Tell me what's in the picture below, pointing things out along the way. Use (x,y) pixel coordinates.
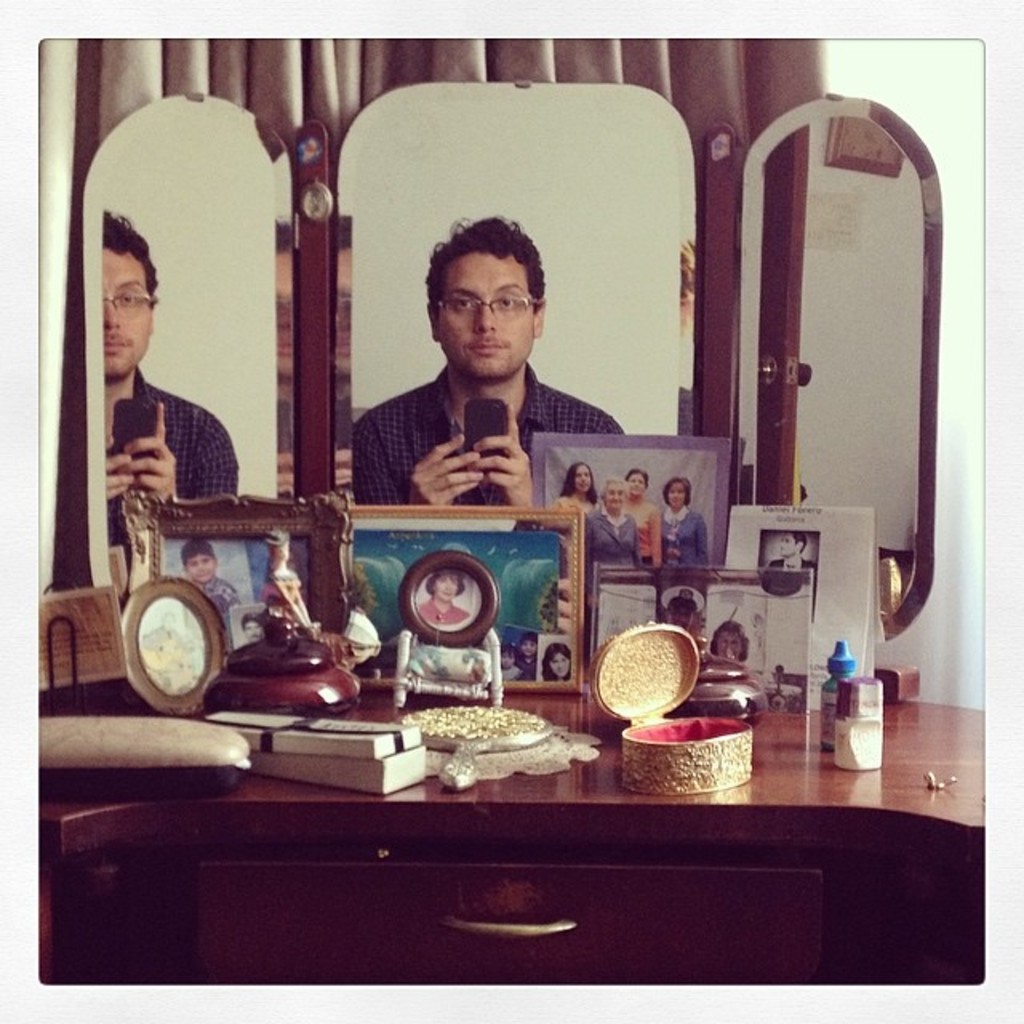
In this picture we can see man (450,277) holding mobile (485,402) in his hand (454,472) we can see him in the mirror (554,180) and in front (397,847) we have table (686,809) i think this is looking like dressing table (148,802) and on table (276,841) we can see photo frames (459,555), box (682,701), bottle (842,736).
